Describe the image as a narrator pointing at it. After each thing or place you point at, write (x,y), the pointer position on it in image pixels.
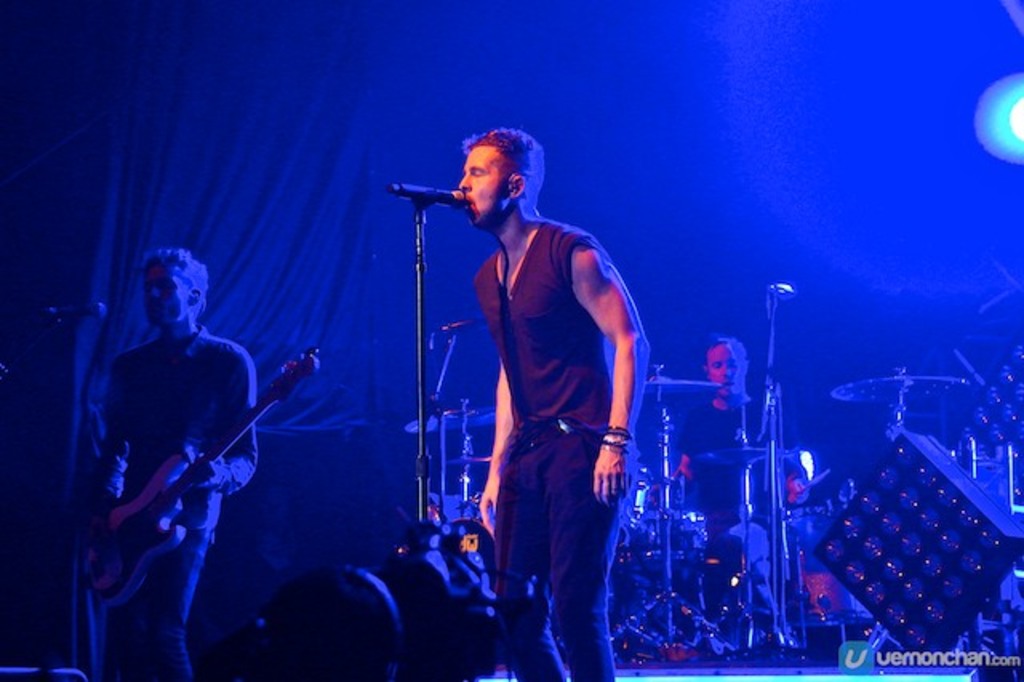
Here we can see a man (575,398) standing and singing on a mike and at the bottom (445,563) there is a person (427,664) recording the performance with camera (464,649). In the background (719,377) there are few persons (733,378) performing by playing musical instruments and there is a cloth (343,137) and a light (923,573) on the right side (895,172).
